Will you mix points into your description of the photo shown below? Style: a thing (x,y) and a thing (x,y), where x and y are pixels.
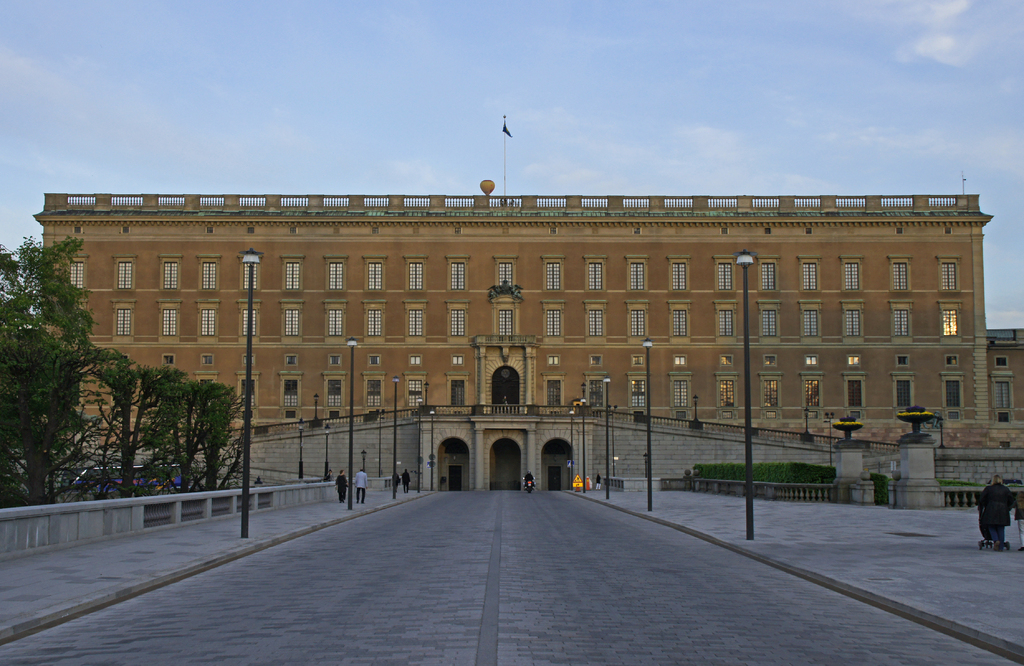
In this image we can see there is a road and light poles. And there is a sidewalk (736,519) through the sidewalk (834,533) there are people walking and there are trees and potted plants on the pillar (906,492). And there is a building (905,395), in front of the building (929,407) there is a fence (799,483) to the wall (461,429) and a flag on the top (506,133). And there is a person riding motorcycle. There is the sky (521,143) at the top (324,95).
